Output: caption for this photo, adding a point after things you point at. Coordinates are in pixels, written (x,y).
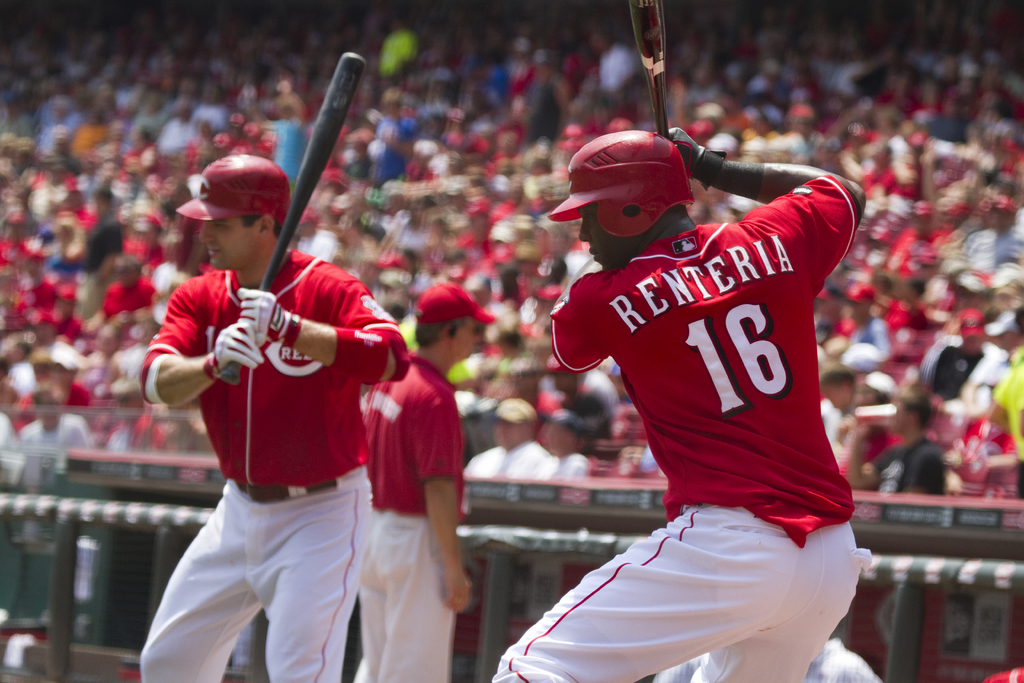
Here in this picture we can see people (343,411) standing on the ground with baseball bat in their hands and wearing gloves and helmet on them over there and behind them we can see number of people (309,97) sitting in the stands (178,246) over there.
